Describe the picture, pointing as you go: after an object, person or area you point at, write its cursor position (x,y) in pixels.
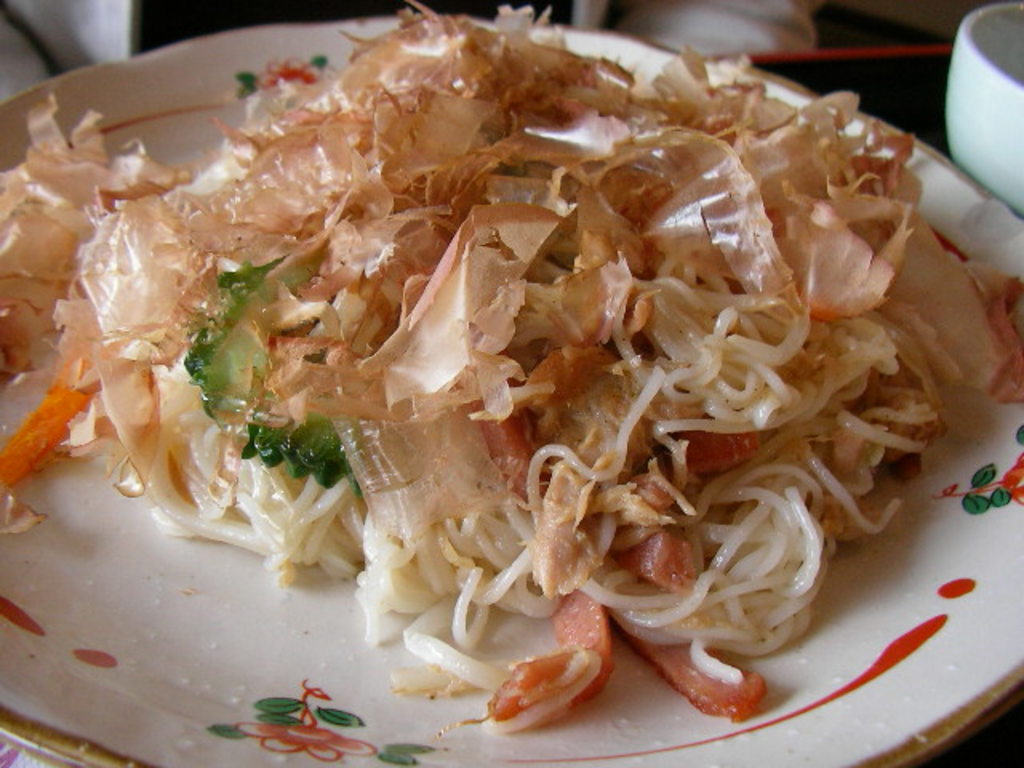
In this picture I can see a food item (904,395) on the plate (642,58), and in the background (727,10) there are some objects (95,14).
